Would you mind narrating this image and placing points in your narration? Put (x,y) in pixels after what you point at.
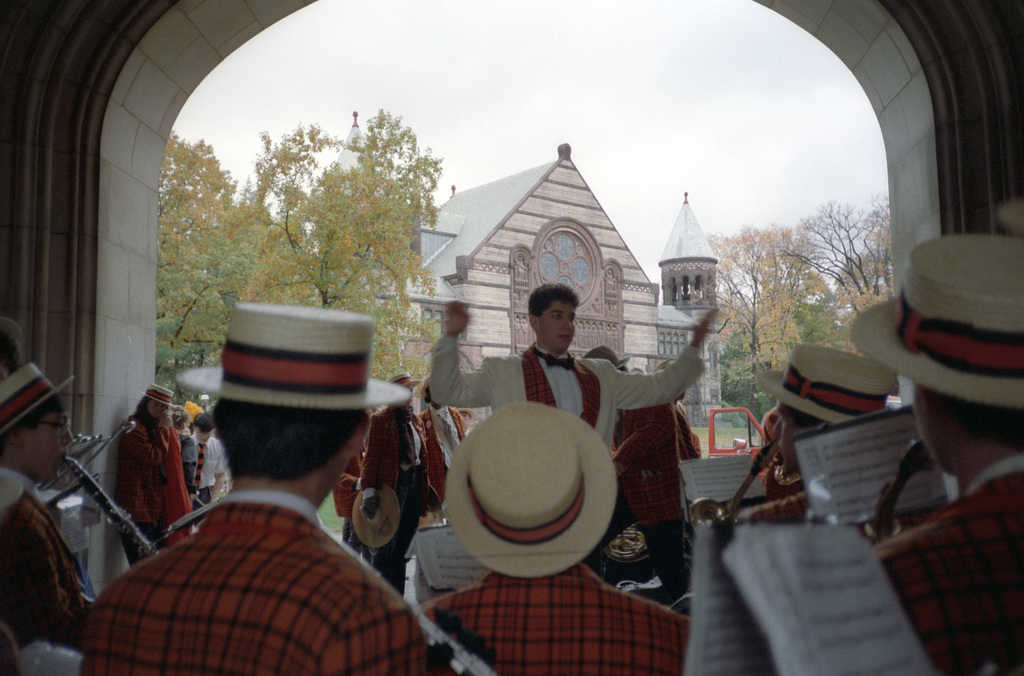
In this picture we can see a man (577,366) wearing white suit (511,394) giving instruction to the band person (876,544) for playing the music. Behind there is a old church (495,233) and in front (101,386) top side we can see big arch (128,352).
